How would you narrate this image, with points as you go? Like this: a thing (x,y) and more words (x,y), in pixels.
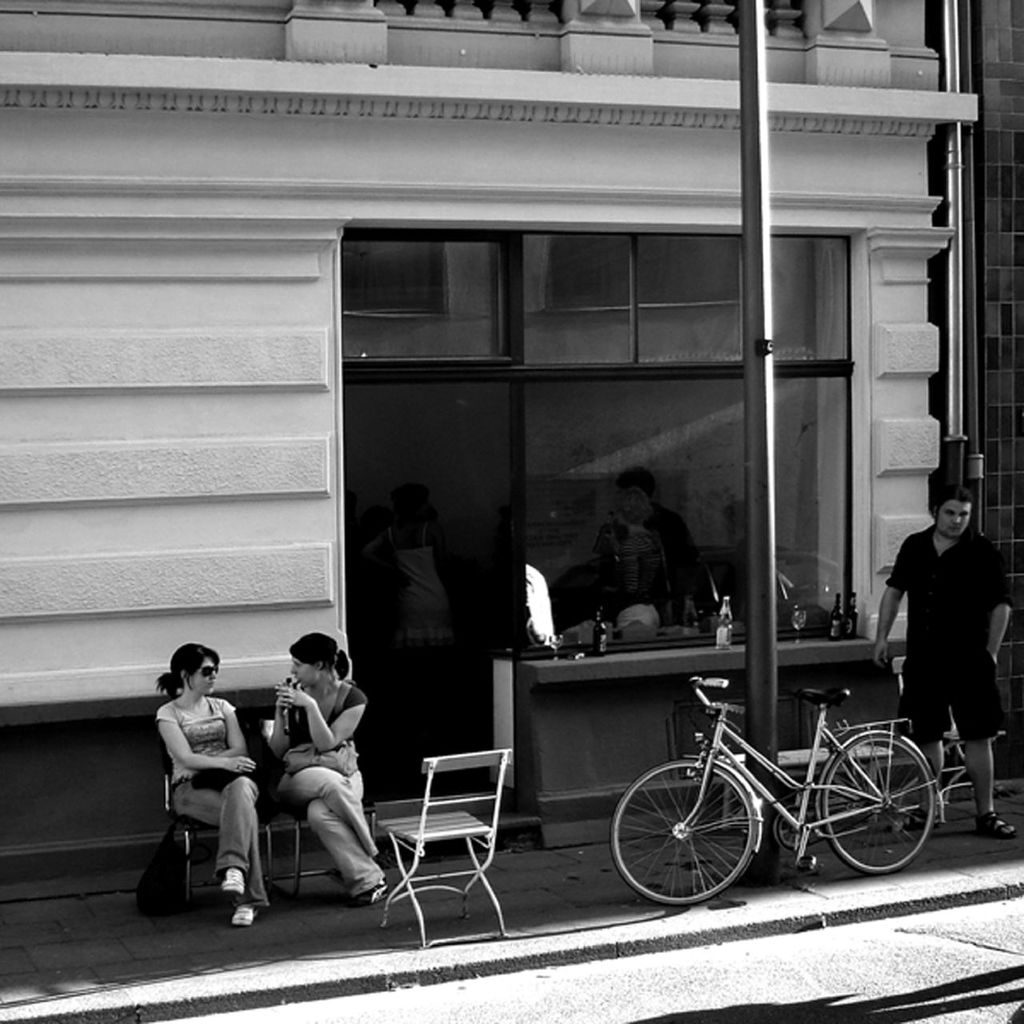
In the picture we can see a building (446,650) with a glass window (779,336) and outside it, we can see a some chairs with two women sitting on the chairs (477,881) and besides, we can see a pole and a bicycle (758,820) near it and behind we can see a man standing on the path (446,881).
